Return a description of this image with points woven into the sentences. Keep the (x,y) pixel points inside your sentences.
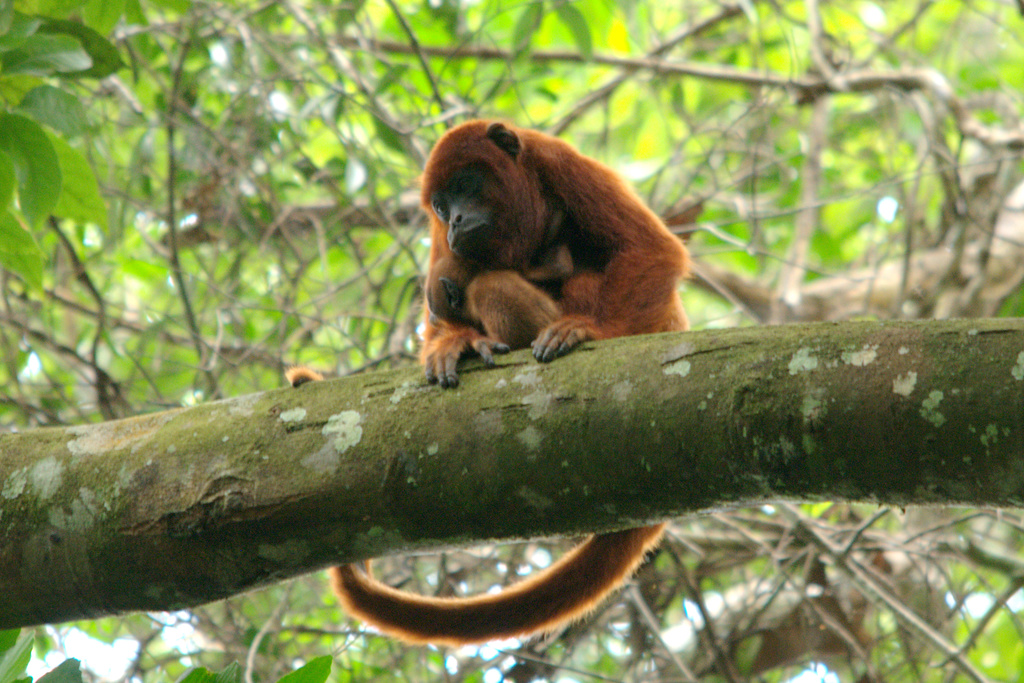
In this image I can see a monkey (472,141) on the branch (819,326) and the monkey (577,290) is in brown color. Background (215,250) I can see trees (293,220) in green color.
